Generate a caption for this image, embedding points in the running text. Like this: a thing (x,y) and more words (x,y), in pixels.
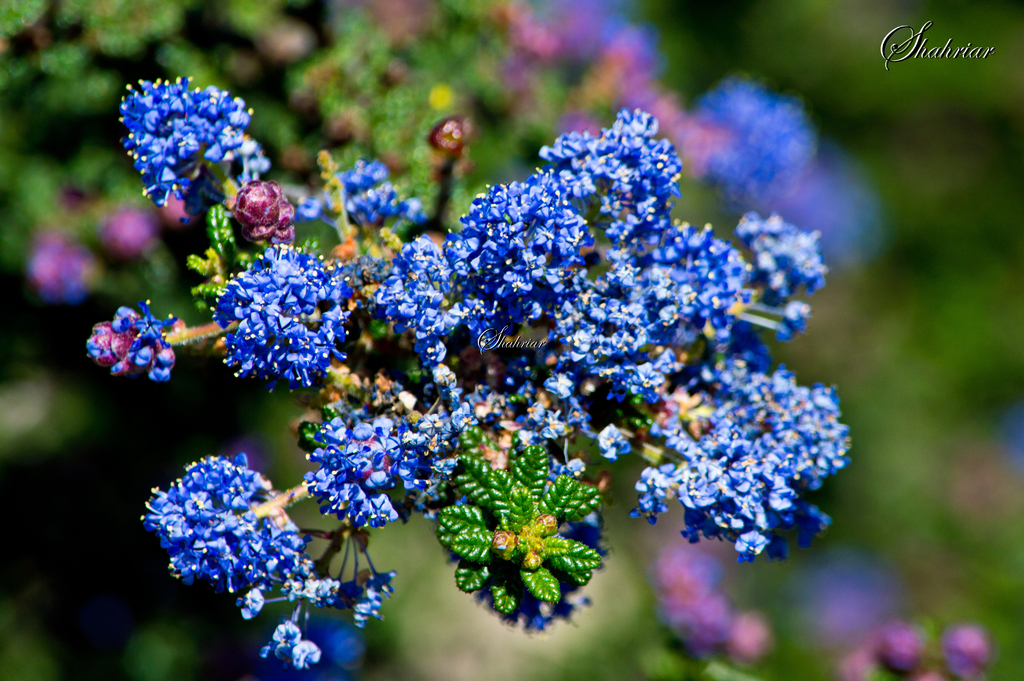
In this image in the foreground (190,142) we can see some kind of flowers (360,448) and leaves (474,471) and in the background (869,116) we can see a blur.
